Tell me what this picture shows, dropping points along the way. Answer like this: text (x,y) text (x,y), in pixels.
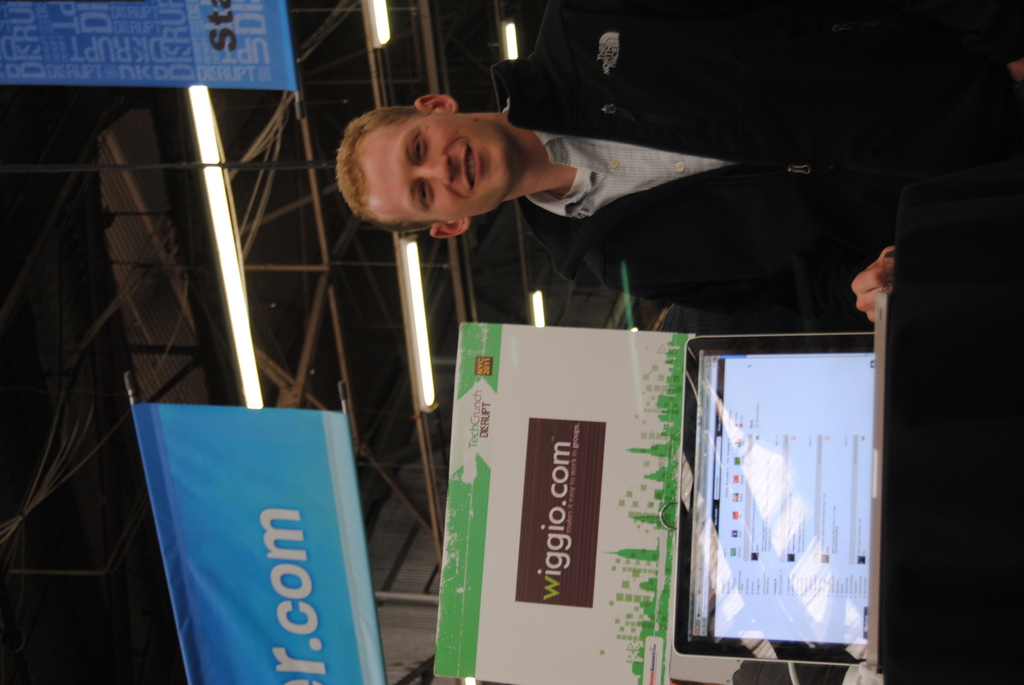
In this image I can see person (640,183) standing and wearing black color coat (682,134). I can see a laptop (759,417), board (628,605) and blue color banners (191,527). Top I can see lights (239,300) and poles (328,329).
